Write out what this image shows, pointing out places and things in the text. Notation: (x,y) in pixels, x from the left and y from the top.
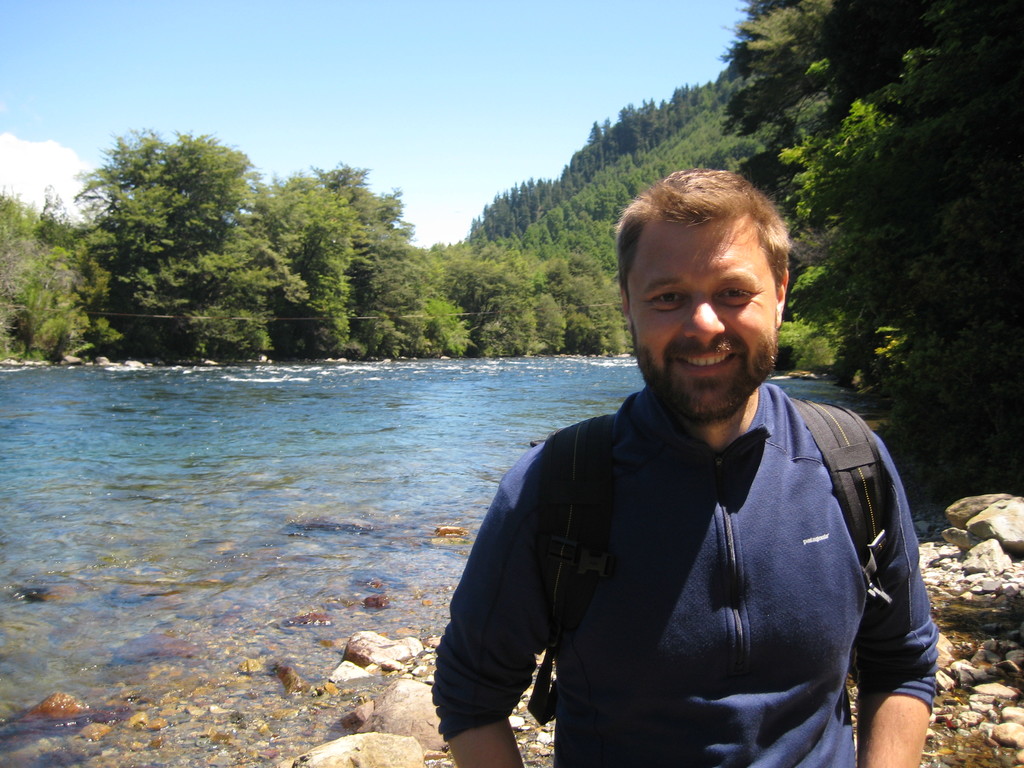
In this image we can see a man (682,614) smiling and standing on the stones (446,753). In the background (669,122) there are sky (343,101) with clouds (54,148), trees (329,248), water (366,401) and stones (207,674) under the water (396,460).
